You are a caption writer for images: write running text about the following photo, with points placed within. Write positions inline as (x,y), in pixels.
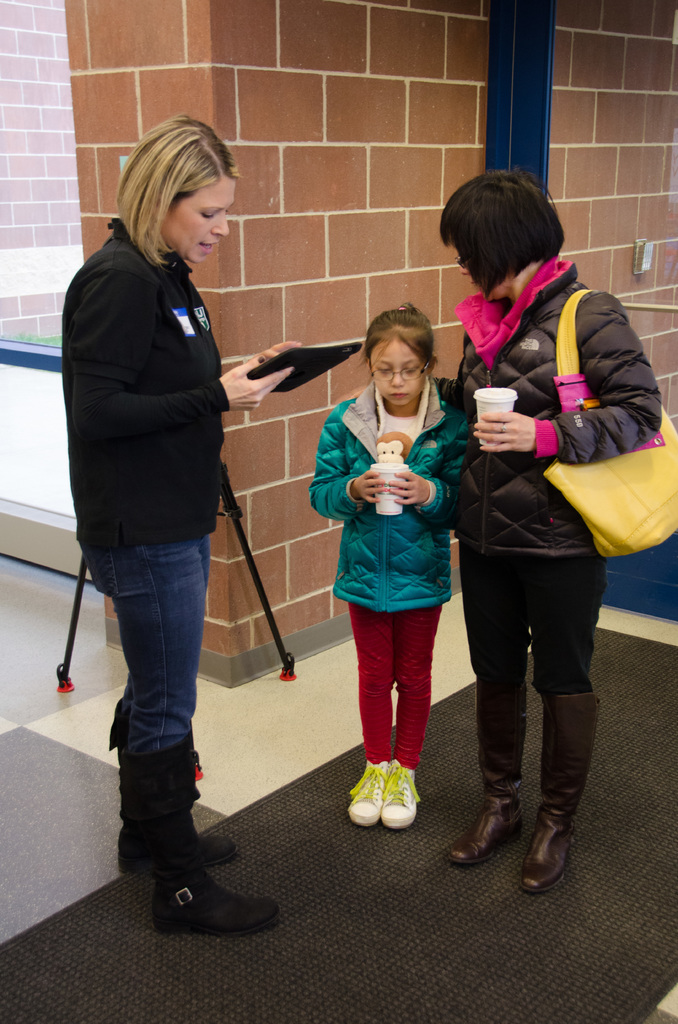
In the left side (179,146) a woman (169,446) is standing, she wore a black color coat (148,398) and talking, in the middle (408,563) a girl (419,558) is standing. She wore a coat (385,561), in the right side (625,427) another woman (571,542) is standing. She also holding a handbag (584,492).
